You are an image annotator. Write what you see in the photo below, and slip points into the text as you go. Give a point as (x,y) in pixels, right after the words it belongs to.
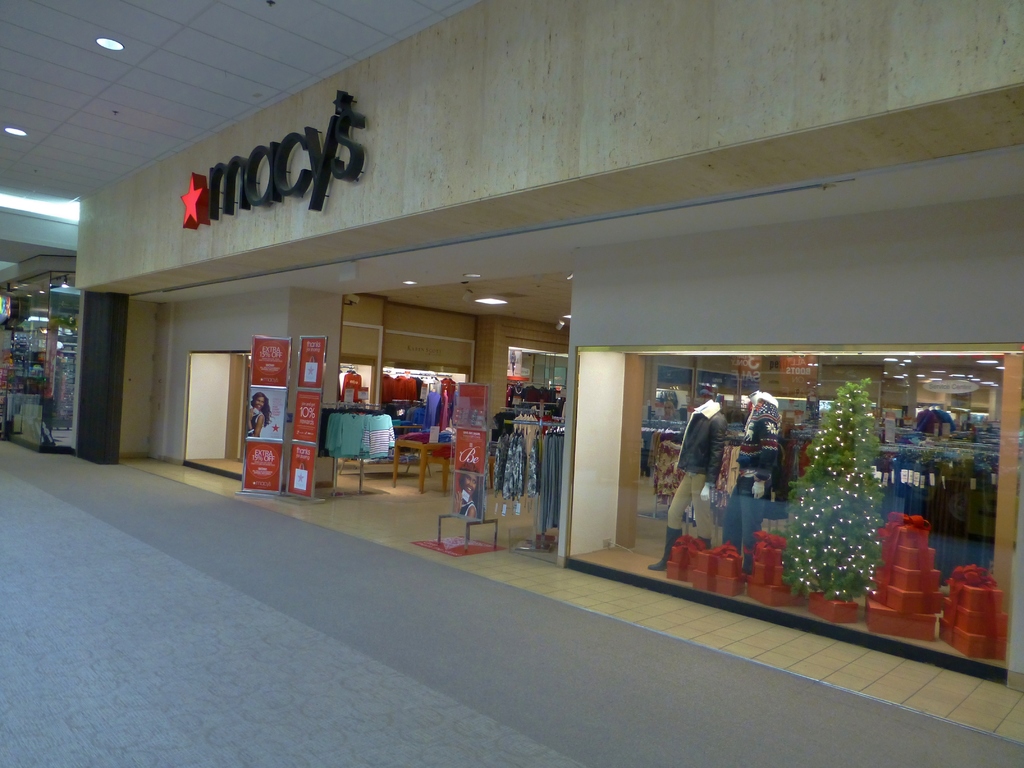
In this image we can see a building (262,310) with a name board (270,192). We can also see some shirts (346,448) hanged to a hanger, mannequins (664,541) with dresses (672,526), some gift boxes (886,611) tied with ribbons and the Christmas tree (837,548) with lights (829,536). We can also see a wall (504,397) and a roof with some ceiling lights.
